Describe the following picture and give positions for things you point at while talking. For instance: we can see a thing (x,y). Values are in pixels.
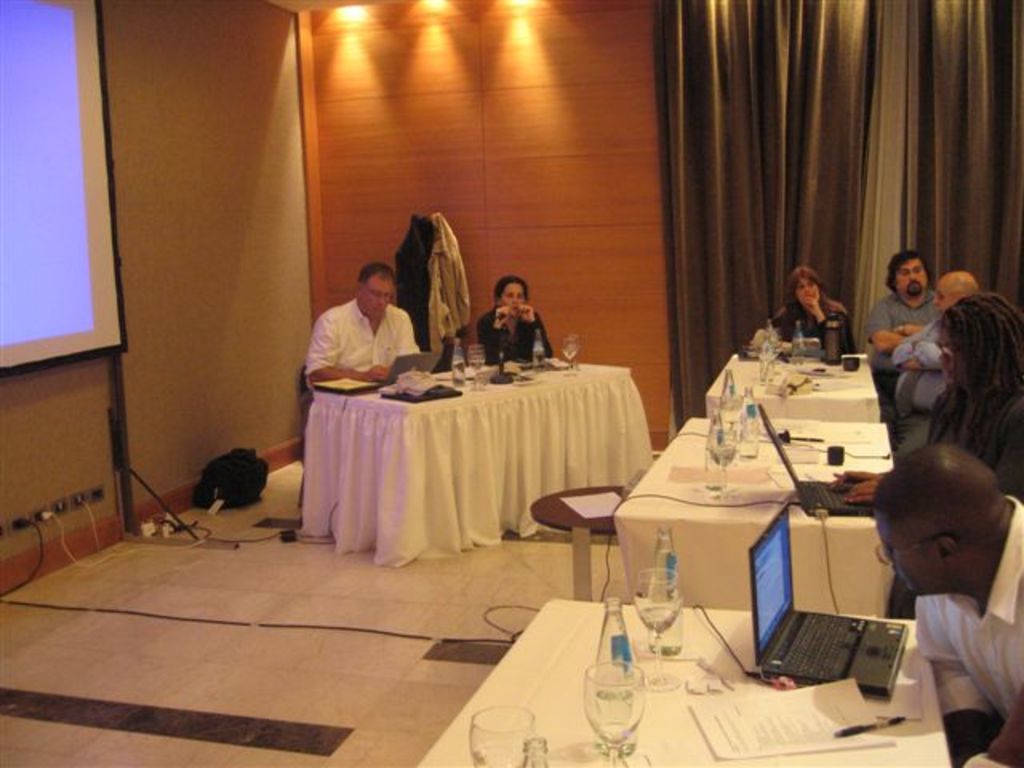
This image consists of tables (367,491), chairs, lights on the top, curtain (775,213) on the right side (833,182) top corner, screen (62,162) on the left side (19,136) and on the table (734,635) there are glasses (603,677), bottles (677,623), laptops (799,675), papers (809,693), pens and people (956,429) are sitting near the tables (692,613) on chairs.
